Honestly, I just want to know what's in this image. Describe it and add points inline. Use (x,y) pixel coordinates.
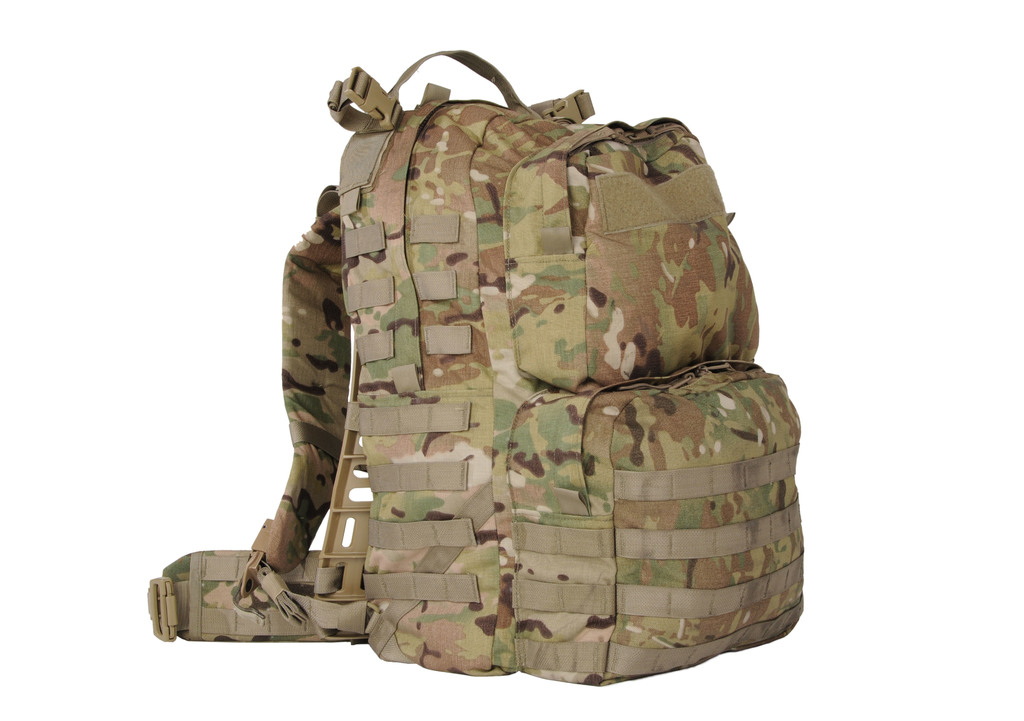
In this image I can see a multi-color bag (367,486).
